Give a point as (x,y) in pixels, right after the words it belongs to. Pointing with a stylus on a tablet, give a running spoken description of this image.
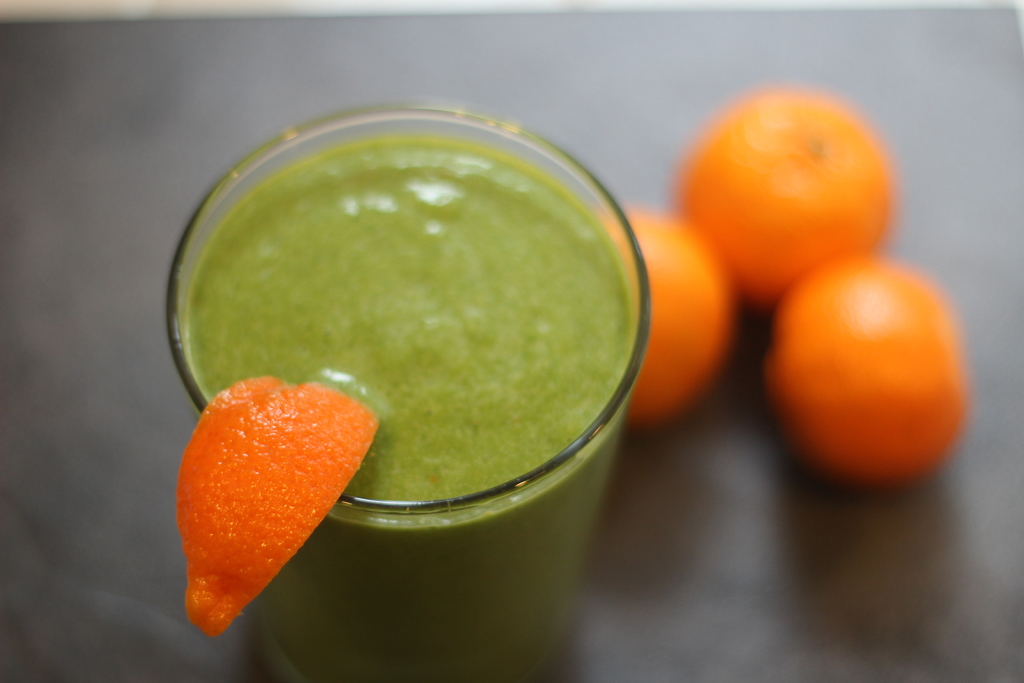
In this image there is a glass (408,578) with an orange slice (351,446) on it and green color liquid (340,349) in it, and there are three oranges (822,133).
